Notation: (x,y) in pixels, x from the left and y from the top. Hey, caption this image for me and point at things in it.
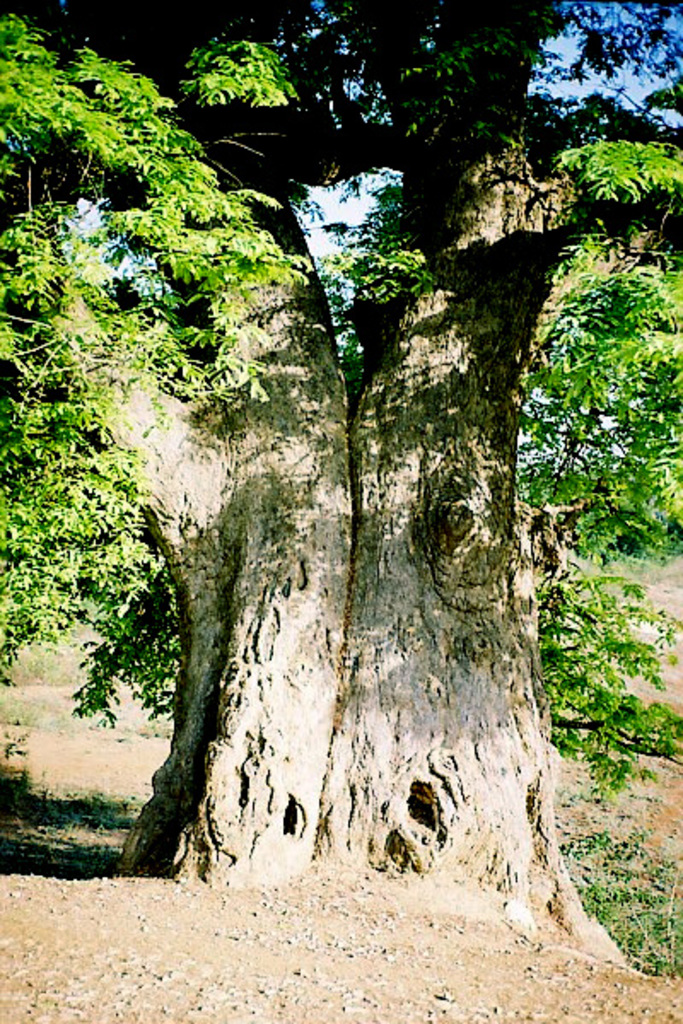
In this image we can see a tree (329,568). We can also see some stones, plants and the sky (352,289).
